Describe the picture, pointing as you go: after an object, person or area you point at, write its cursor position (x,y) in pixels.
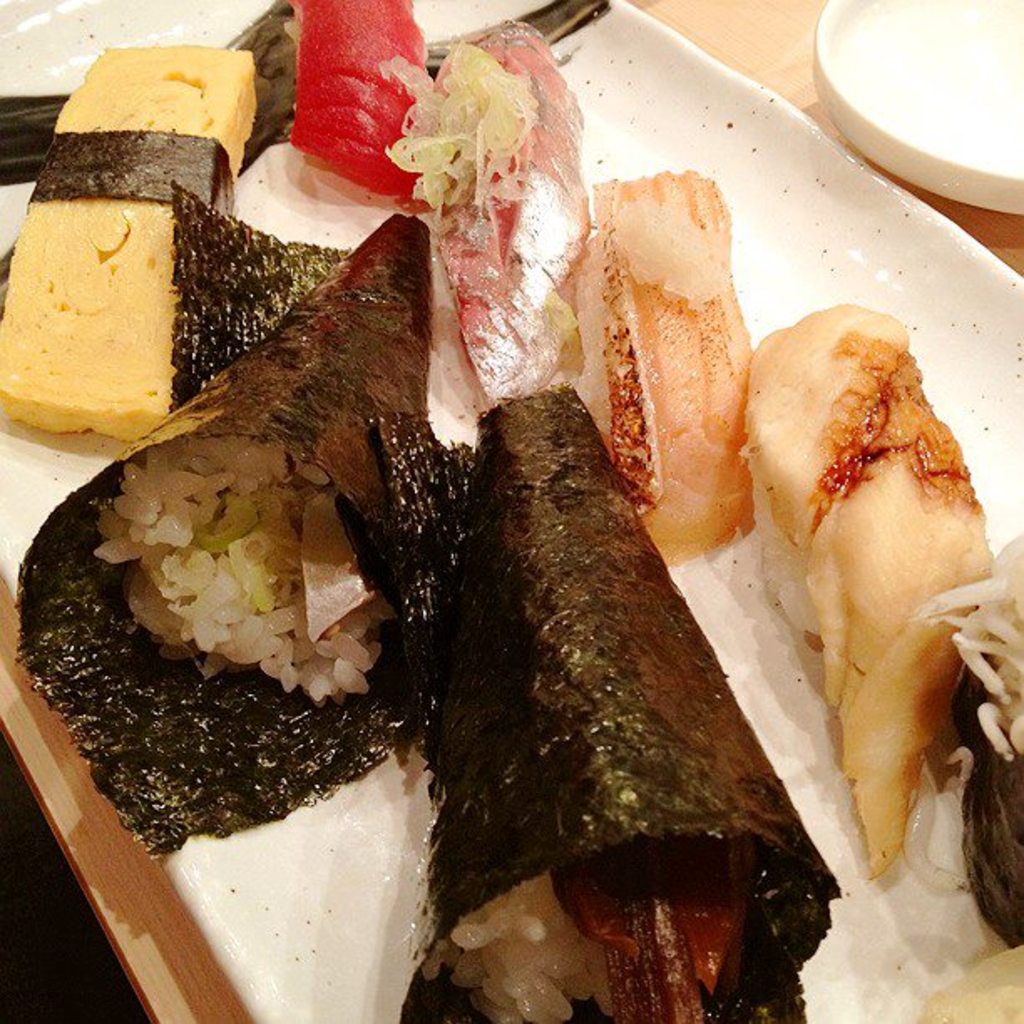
In this image, there are food items (714,332) in a plate (734,634) and I can see few other objects (901,114) on a table (770,67).
